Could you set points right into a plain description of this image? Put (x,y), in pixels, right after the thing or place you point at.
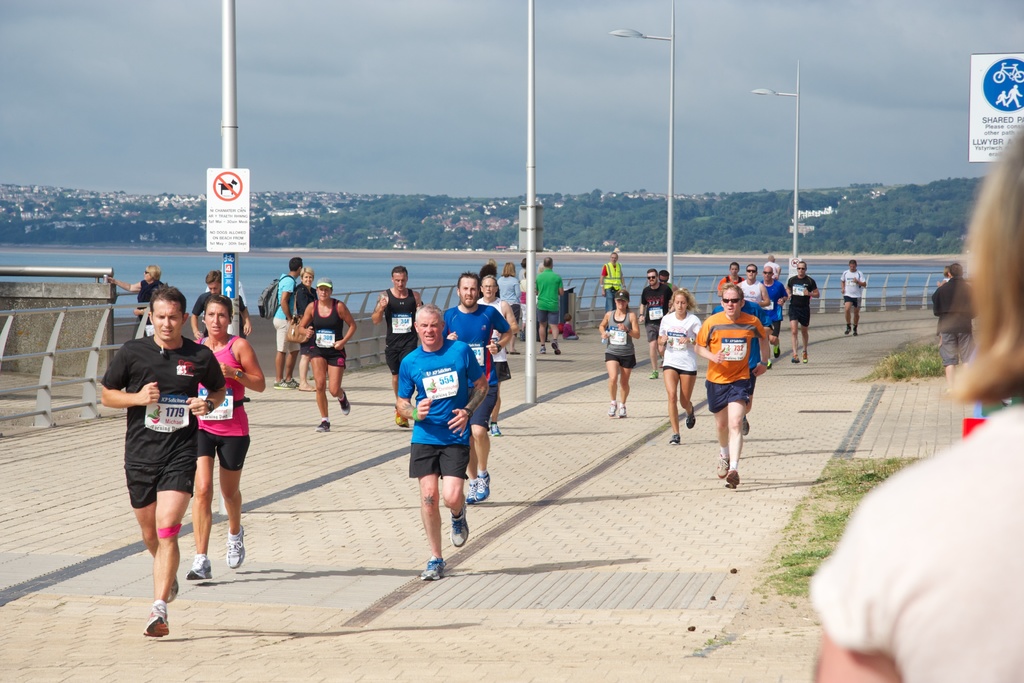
In this image I can see there are persons (736,379) running on the ground (354,379). And there are light poles (532,117) with sign boards (976,87). And there is a fence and a grass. In the background (519,276) there is a water (340,270) and a mountain (637,215) with plants (384,219). And at the top (496,78) there is a sky (508,156).
